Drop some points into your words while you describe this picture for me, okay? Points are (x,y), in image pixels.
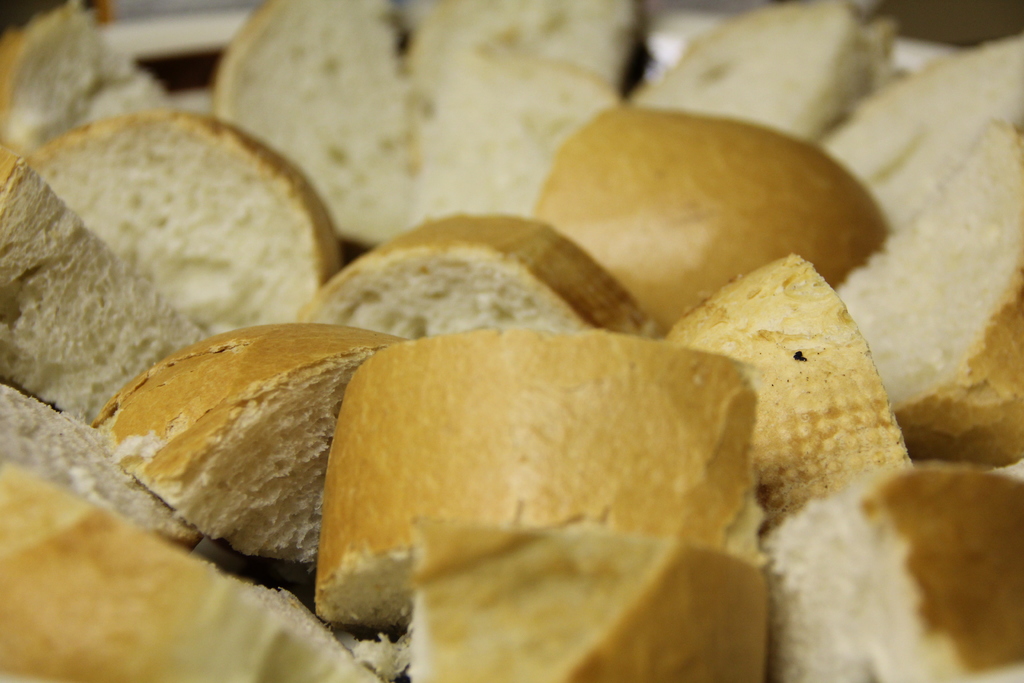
In this picture we can see pieces (443,230) of bread (694,266), there is a blurry background (147,37).
